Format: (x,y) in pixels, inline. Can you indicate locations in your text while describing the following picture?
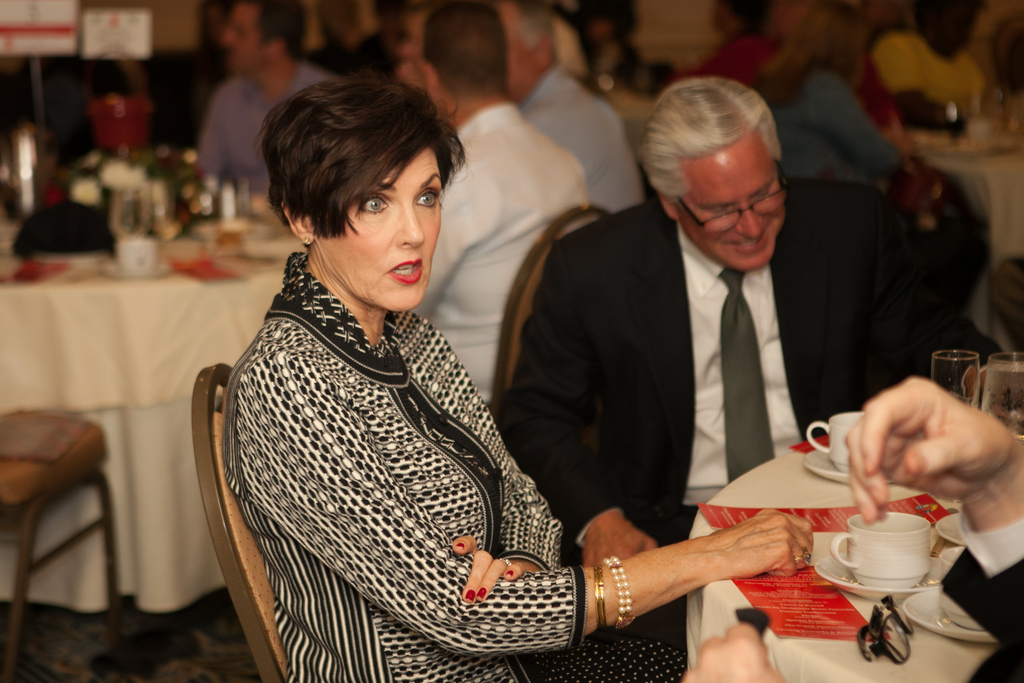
A woman (399,469) is sitting on the chair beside her there is a man (763,314) wear tie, shirt (773,334), coat (807,306). There are tea cups (869,528) on the table (865,612).
